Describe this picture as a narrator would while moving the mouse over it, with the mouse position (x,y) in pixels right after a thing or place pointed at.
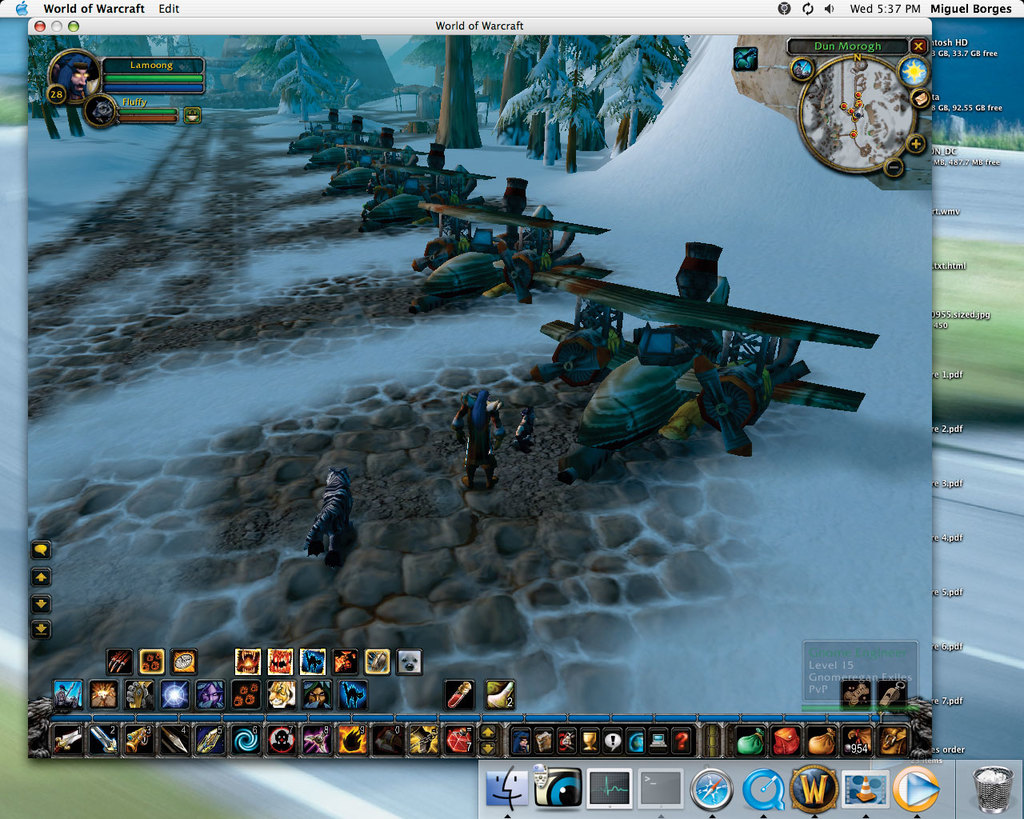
In this image we can see an animation of many aircrafts (582,229), trees (559,135), snow (742,188) etc. in the image. There are many animated photos (402,743) and logos (212,731) at the bottom of the image (221,726). There is some text (67,7) at the top of the image (144,68).
